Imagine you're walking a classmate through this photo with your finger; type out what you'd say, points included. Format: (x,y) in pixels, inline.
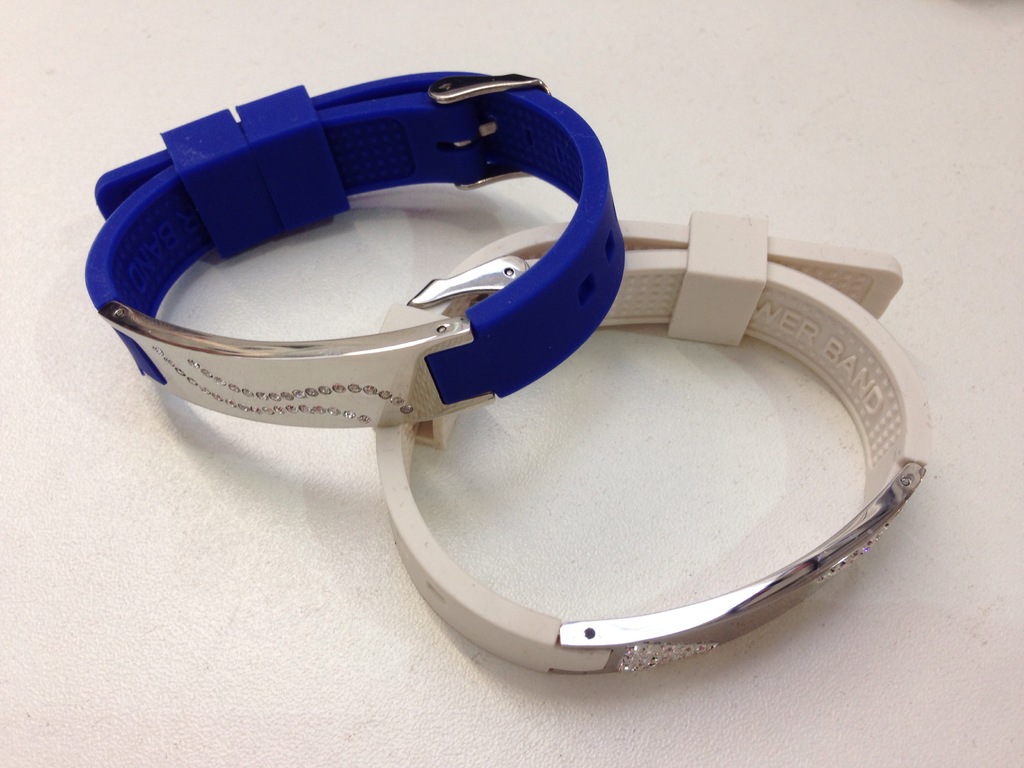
In the image we can see two bands (470,325), blue and white in color. And the bands (440,369) are kept on the white surface (322,474).
